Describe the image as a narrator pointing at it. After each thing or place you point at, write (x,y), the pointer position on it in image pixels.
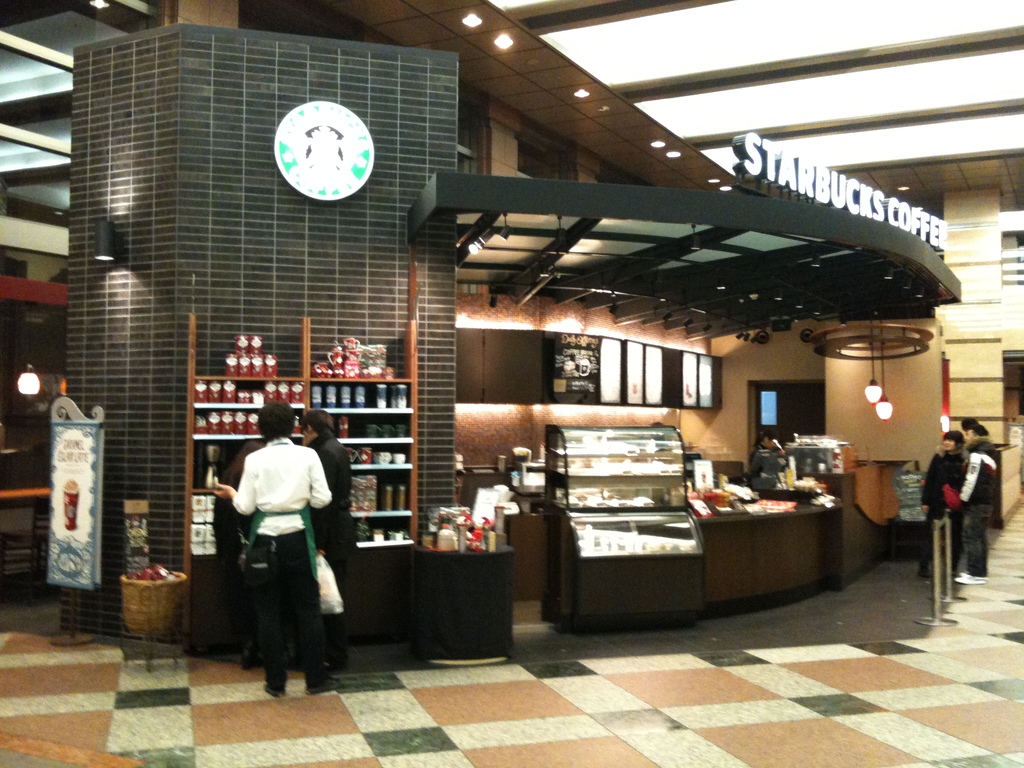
In this image there are people (975,515) standing on a floor (796,752), in the background (195,515) there is a shop (208,518), in that shop (199,536) there are few items (781,503) at the top (582,37) there is a roof (730,78) and lights (743,114).
